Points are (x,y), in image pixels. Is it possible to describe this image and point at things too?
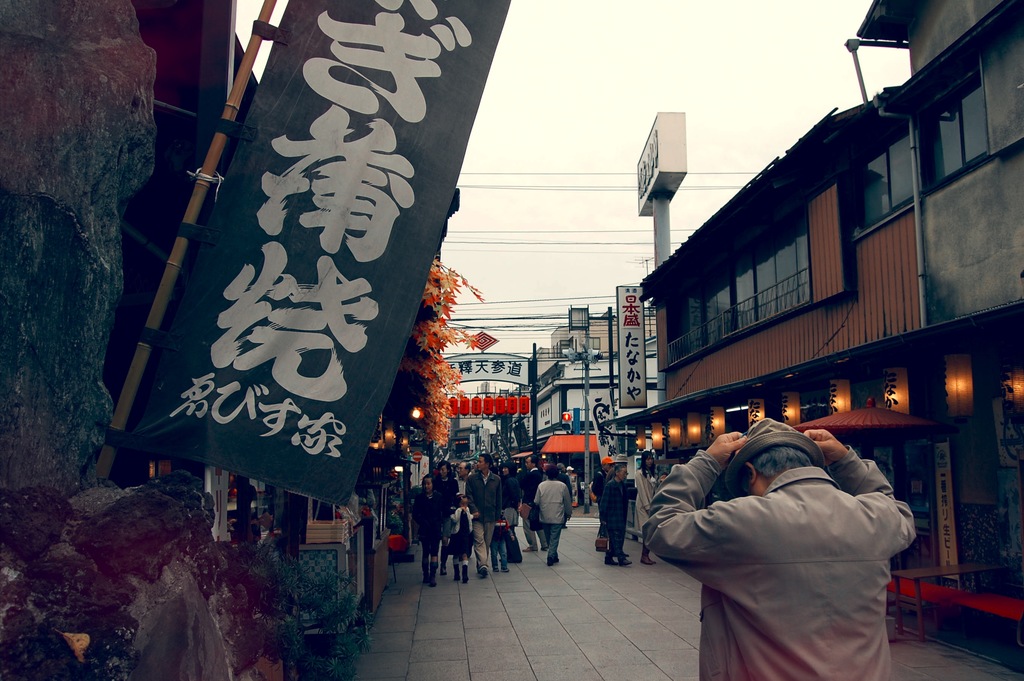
In this image there are people (662,500). On the left (283,463) there is a flag (232,366). In the background (395,404) there are boards (506,367) and buildings (562,453). There are trees (403,367). In the background (608,178) there are wires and sky (618,245).
